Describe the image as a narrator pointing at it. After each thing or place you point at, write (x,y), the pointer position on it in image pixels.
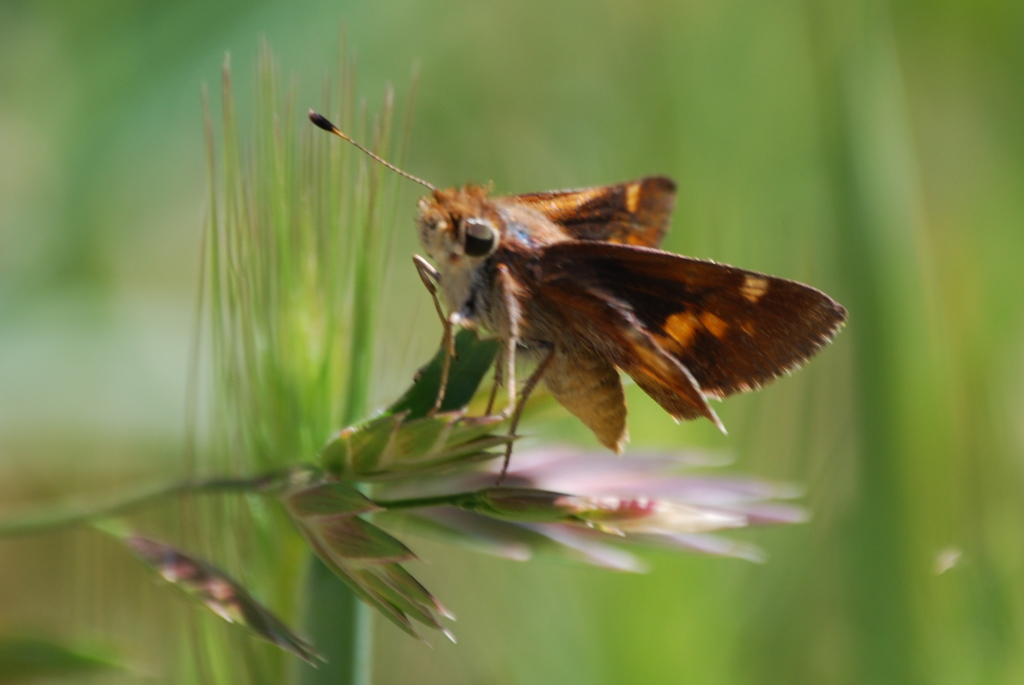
In this image we can see a butterfly (643,272) on the plant (367,444).
